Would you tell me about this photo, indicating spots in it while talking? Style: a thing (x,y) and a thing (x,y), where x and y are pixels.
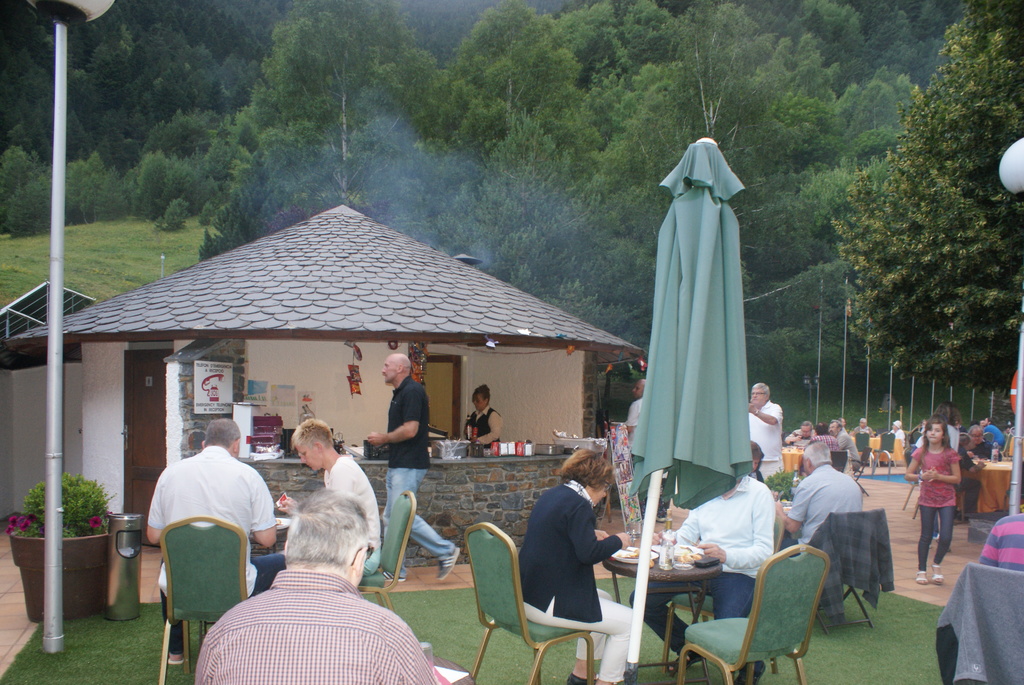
As we can see in the image there are trees (366,78), grass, street lamp (86,1), smoke (461,200), house (345,369), door (147,403), window (438,390), gray color roof (322,312), cloth (692,281) in the front (724,325) and few people (303,566) here and there. On the left side (86,504) there is a plant (78,517) in pot (88,545). There are chairs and tables (657,566). On table (629,564) there are plates (631,549), food items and glass (673,549).
